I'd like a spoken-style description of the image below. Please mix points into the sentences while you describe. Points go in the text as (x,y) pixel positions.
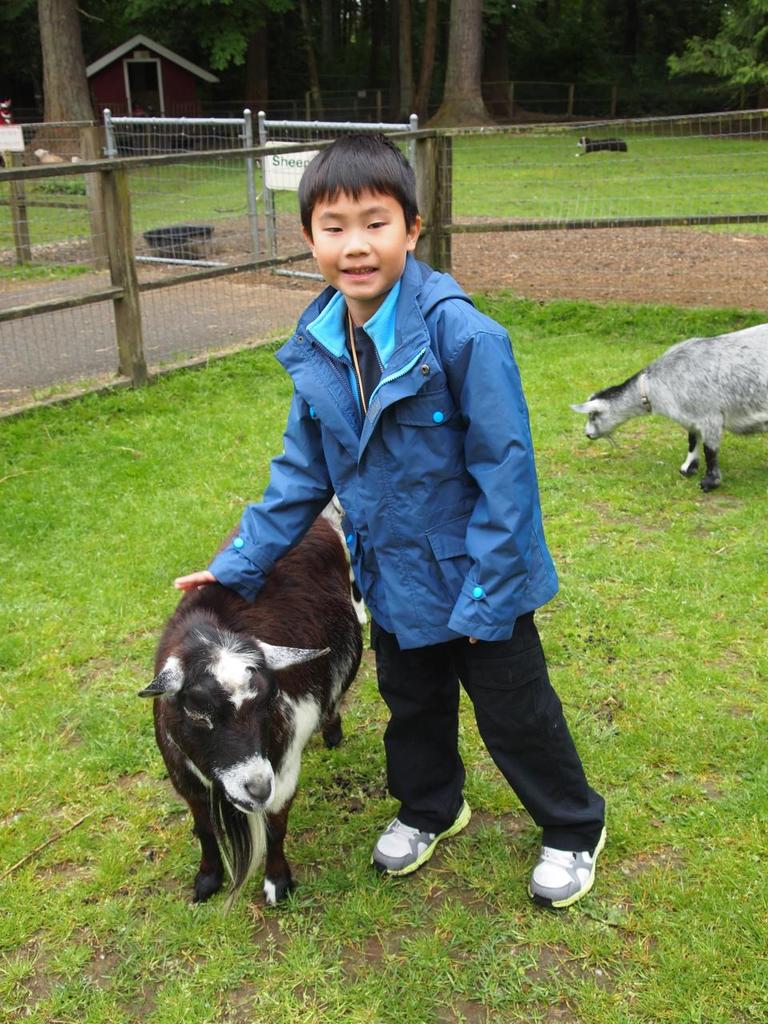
In this picture I can see a boy (426,560) who is standing and I see that he is wearing blue color jacket (413,499) and black pants (451,673) and I see 2 goats (224,596), which are of white and brown in color and I see the grass (705,778). In the background (44,307) I see the fencing (427,202), few trees (100,28) and a house (153,106).
